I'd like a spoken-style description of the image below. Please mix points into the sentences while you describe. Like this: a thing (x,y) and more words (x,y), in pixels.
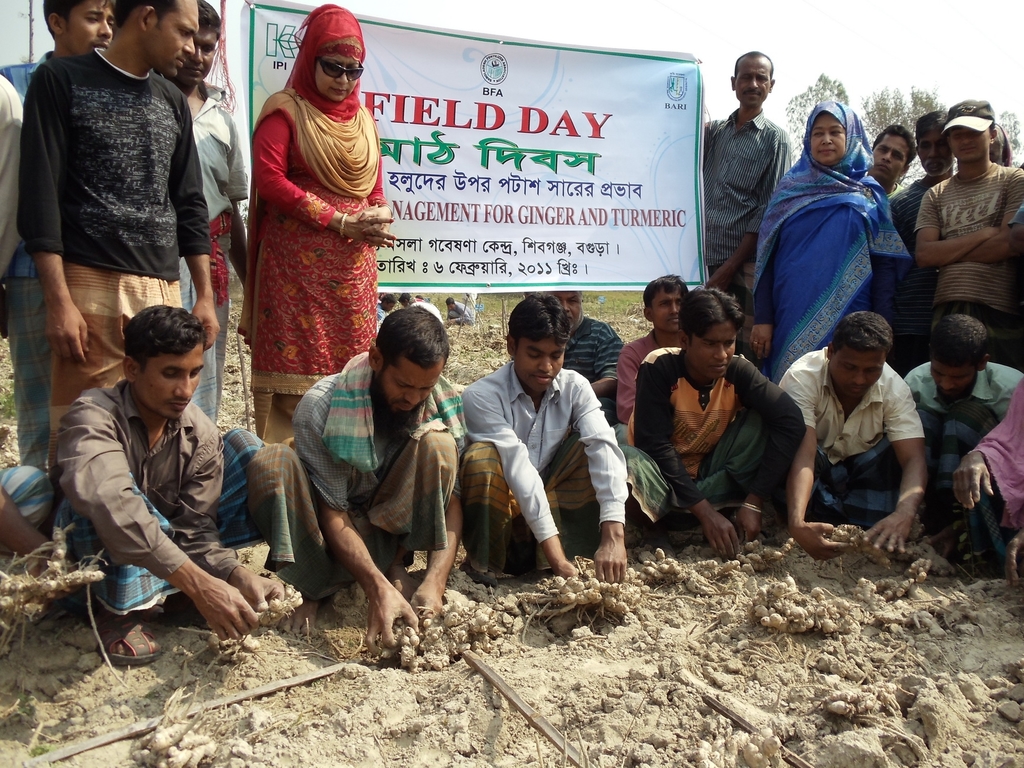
In this image we can see some people (195,461) and among them few people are standing and few people (118,455) are sitting on the ground (748,686) and holding some objects (226,646) and the place looks like a field (989,678). There is a banner (595,184) with some text (580,191) and we can see some trees (915,94) in the background (872,118) and at the top (1005,19) we can see the sky (953,91).
